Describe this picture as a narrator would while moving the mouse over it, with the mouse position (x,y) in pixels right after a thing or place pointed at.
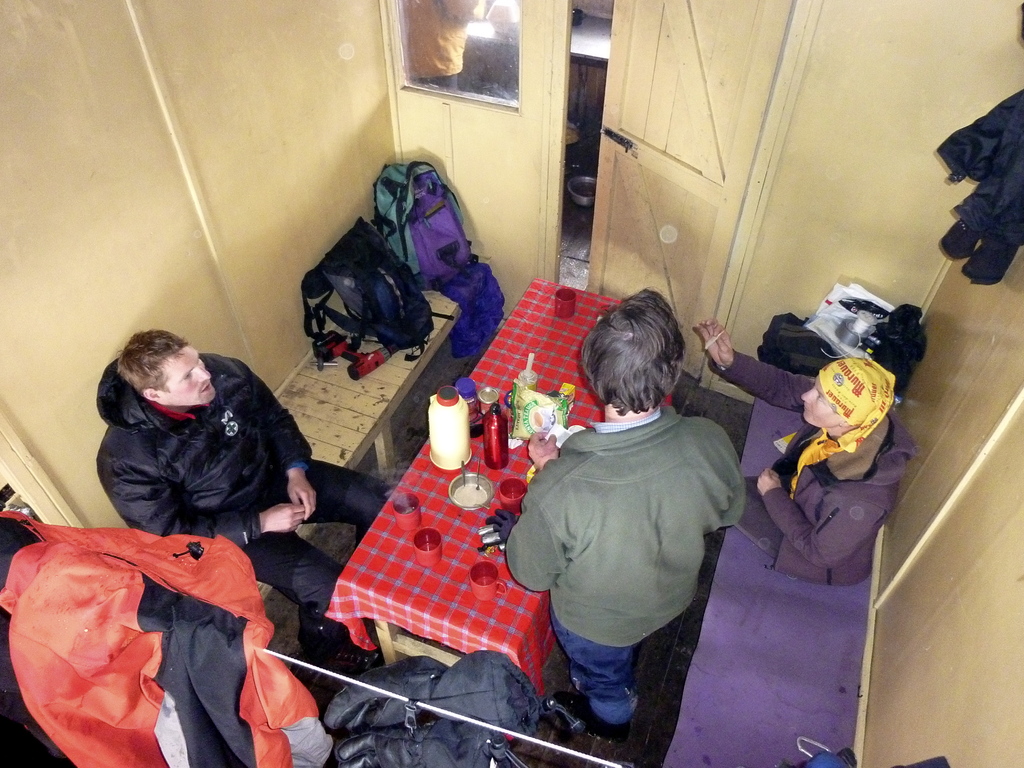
In this image, we can see three people (689,545). Two people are sitting on the benches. In the middle of the image (584,491), a person (612,577) is standing and holding some object (561,427). There is a table (438,612) covered with cloth (404,578), few objects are placed on it. There few bags (910,326) on the benches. At the bottom (16,609), we can see clothes (171,718) on the rope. Background (316,184) there is a wall (528,81), door (646,91) and few objects (584,196).
